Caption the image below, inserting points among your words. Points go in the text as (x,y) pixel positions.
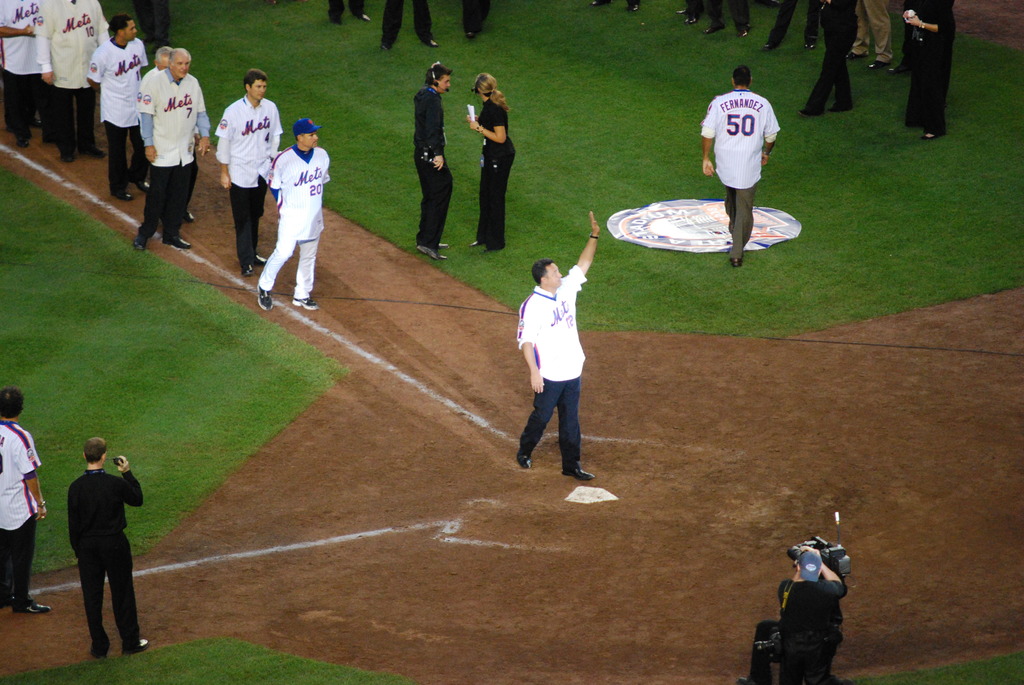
In this image we can see a few persons (568,382). Here we can see a man (740,683) on the bottom right side (758,660) and he is capturing an image with a camera (848,566). Here we can see two people (493,190) having the conversation. Here we can see the grass (494,2) on the ground (552,2). Here we can see the legs (386,45) of the persons (787,8) at the top (720,22).
